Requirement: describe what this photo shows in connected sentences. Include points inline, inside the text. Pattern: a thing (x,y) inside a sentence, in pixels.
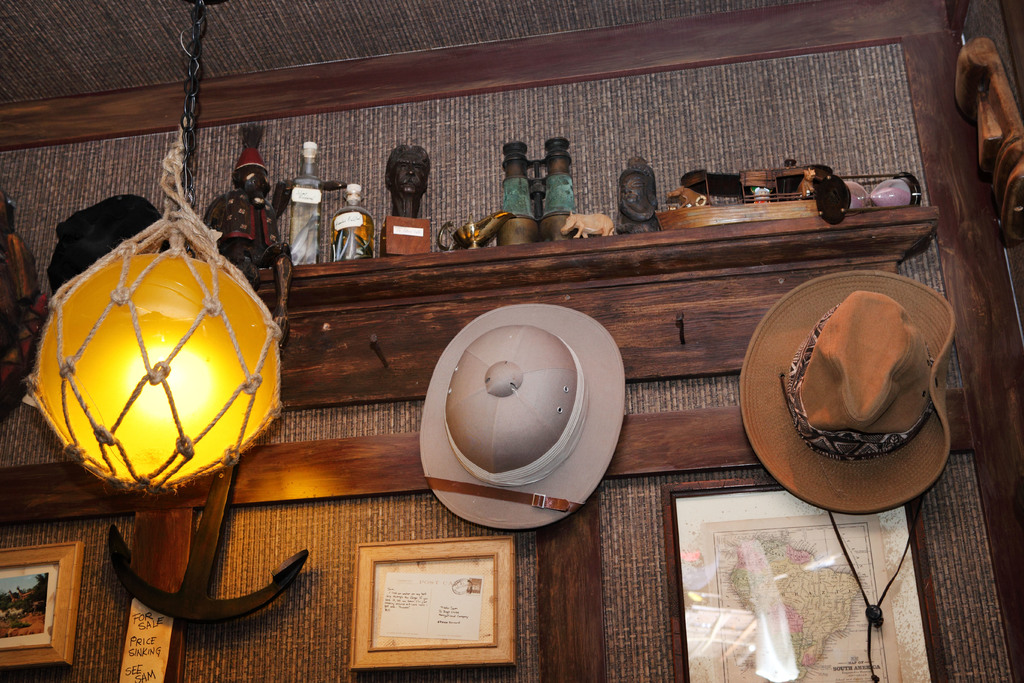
In this image I can see there is a wall (535,570) with some photo frames (781,580), hats (498,412) and shelf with so many other things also there is a light (224,410) hanging from ceiling (641,6).
